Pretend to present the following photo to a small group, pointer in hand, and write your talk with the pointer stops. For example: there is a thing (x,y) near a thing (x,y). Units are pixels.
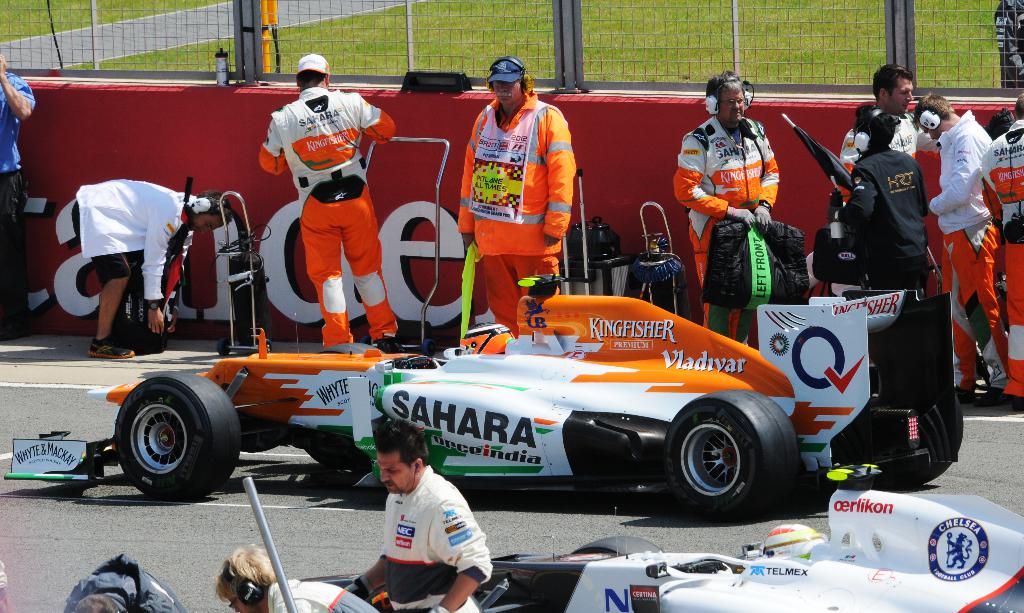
In this image I can see group of people (522,185) standing, the person (536,197) in front wearing orange color dress (557,215), background (144,143) I can see a red color board (223,139) attached to the wall (202,157), in front (814,424) I can see a vehicle (812,397) in white and orange color, and I can see the grass (449,36) in green color.
